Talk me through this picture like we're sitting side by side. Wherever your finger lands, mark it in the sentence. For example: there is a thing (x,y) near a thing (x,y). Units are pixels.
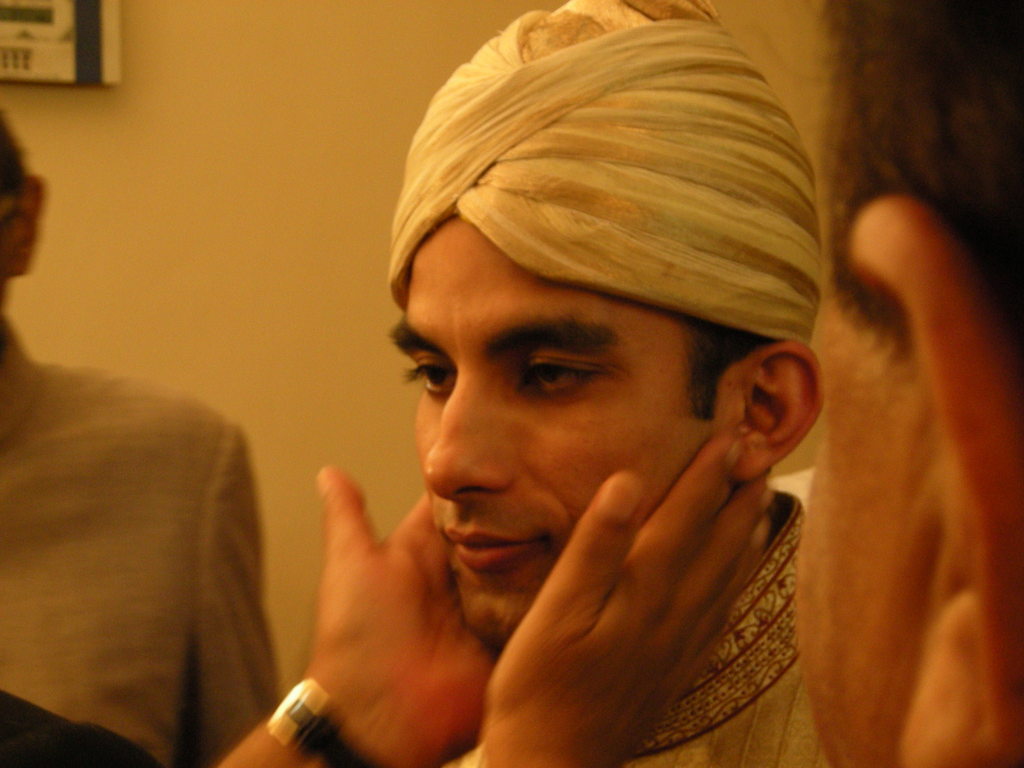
This picture might be taken inside the room (816,110). In this image, on the right side (920,176), we can see a person head (946,277). In the middle of the image (535,332), we can see a man (669,453) wearing a hat (749,278) and his cheeks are held by some other person (437,728) who is wearing a black color watch (312,729). On the left side (31,381), we can also see another person (227,459). In the background (50,13), we can also see an electronic machine (56,48) which is attached to a wall (253,158).
